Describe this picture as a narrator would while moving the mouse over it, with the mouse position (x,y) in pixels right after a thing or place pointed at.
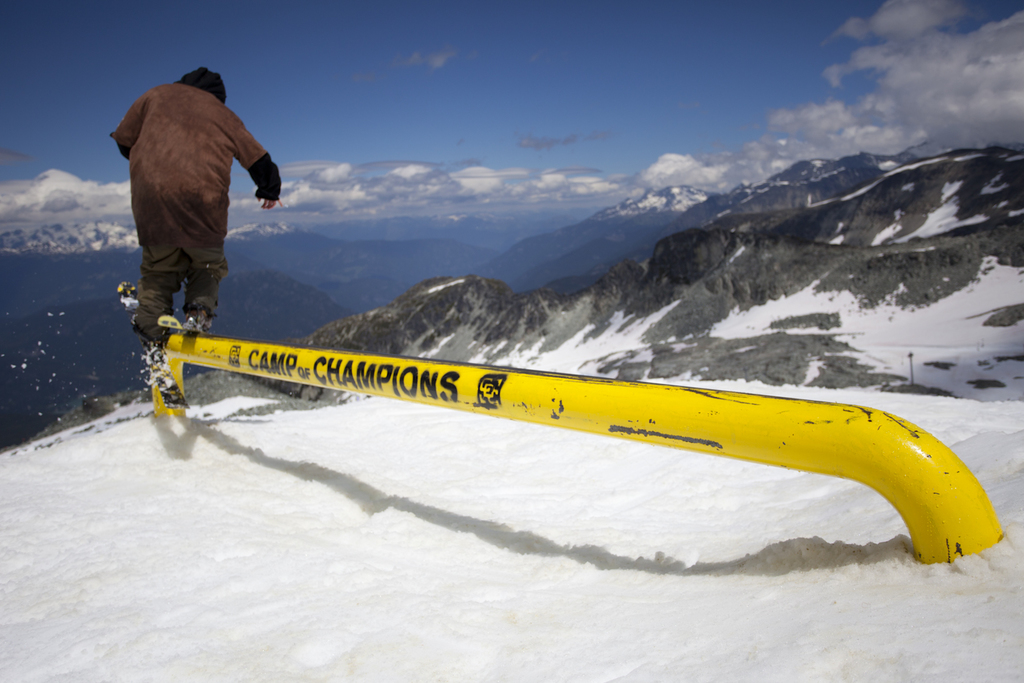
In this image we can see a person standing on the rod (279,366), behind him we can see some snow (607,347) and mountains (133,337), in the background (395,107) we can see the sky (456,184) with clouds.
